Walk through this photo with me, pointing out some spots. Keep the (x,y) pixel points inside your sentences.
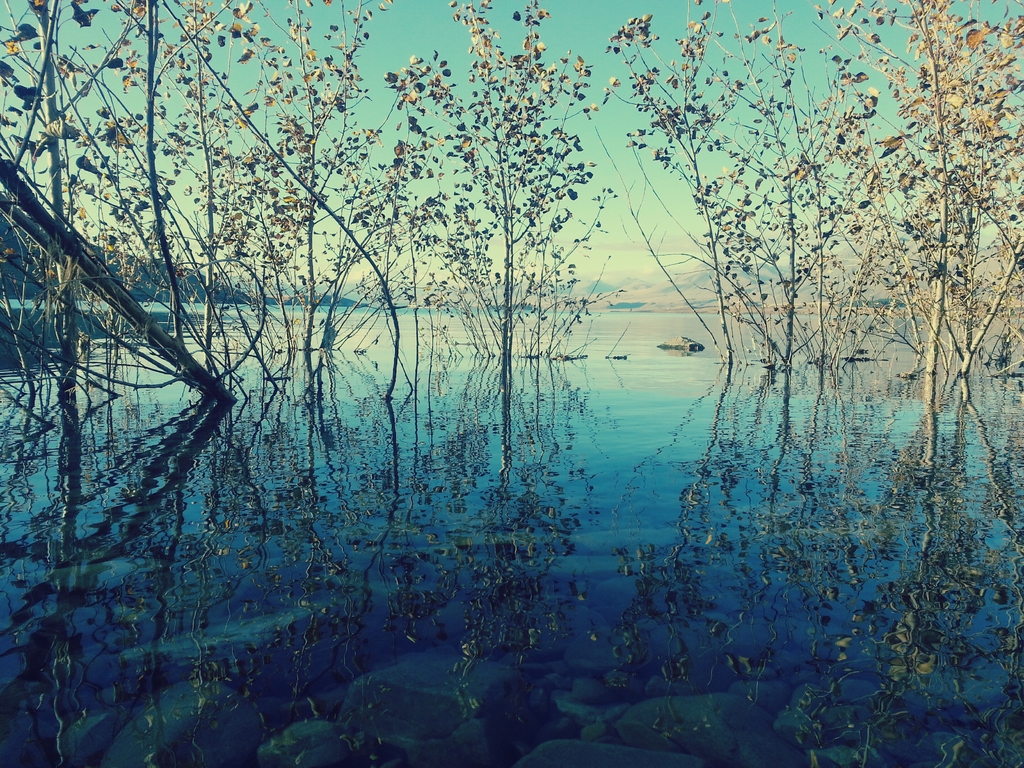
This picture is clicked outside. In the foreground (614,656) we can see a water body (295,458) and some objects (550,752) in the water body (500,361). In the background (560,209) we can see the sky (618,145), trees (127,315), hills (17,272) and some other objects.
